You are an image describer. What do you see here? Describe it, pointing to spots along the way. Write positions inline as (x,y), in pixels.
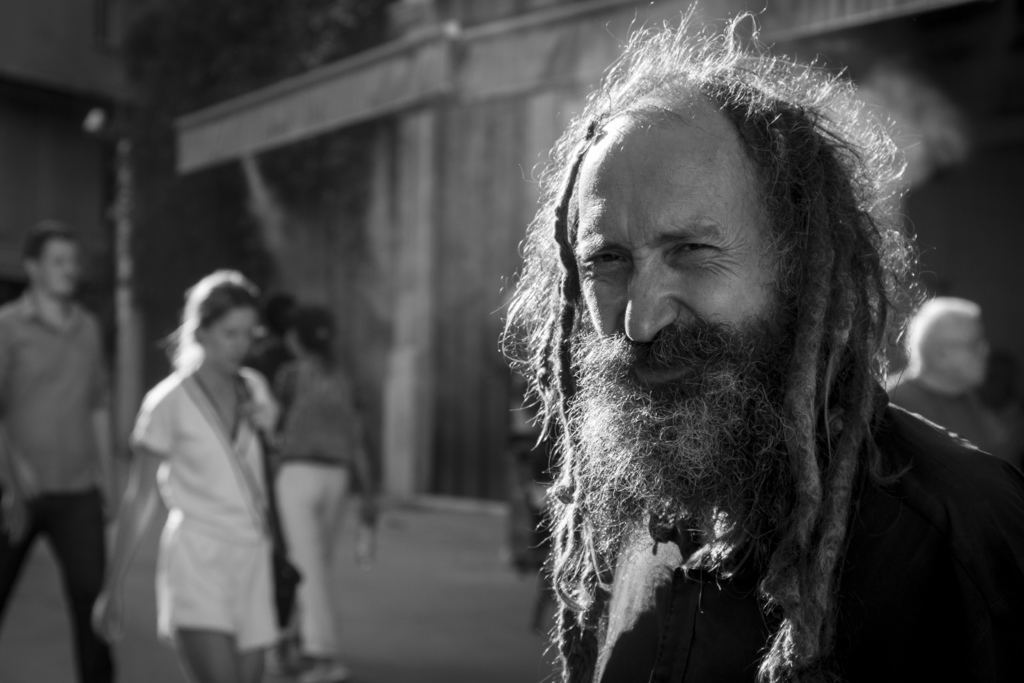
This is a black and white image. In the image we can see a man (653,558) wearing clothes (742,579). Around him there are other people (365,457) walking, they are wearing clothes (172,537) and the background (148,536) is blurred.
